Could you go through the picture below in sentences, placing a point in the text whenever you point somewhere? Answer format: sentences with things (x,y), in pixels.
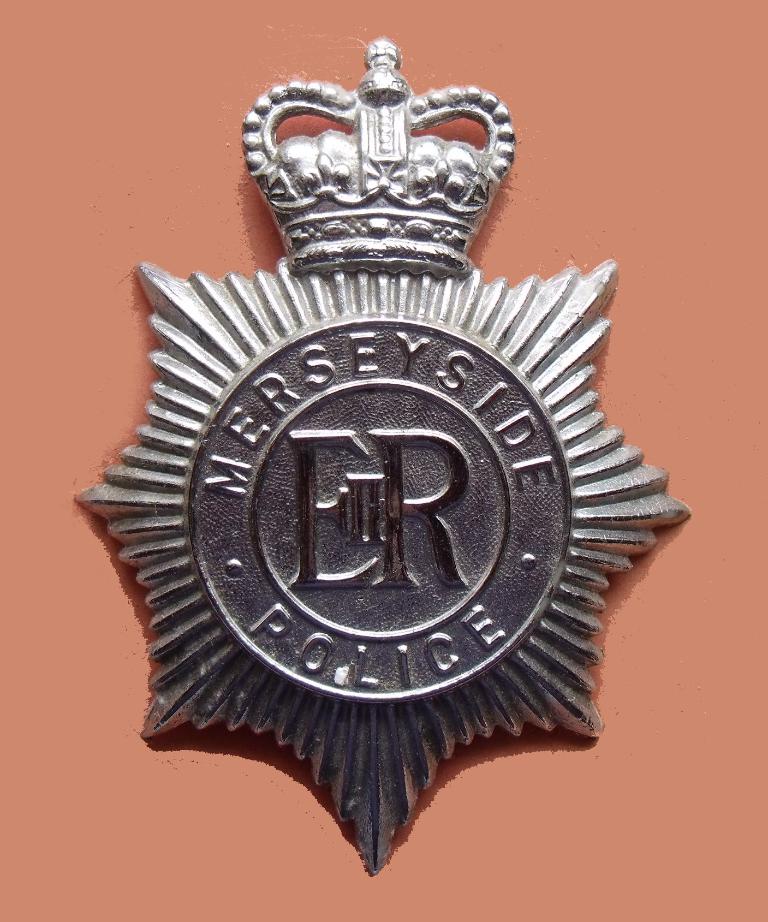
This is a picture of a police badge (293,264) on the object (98,207).
